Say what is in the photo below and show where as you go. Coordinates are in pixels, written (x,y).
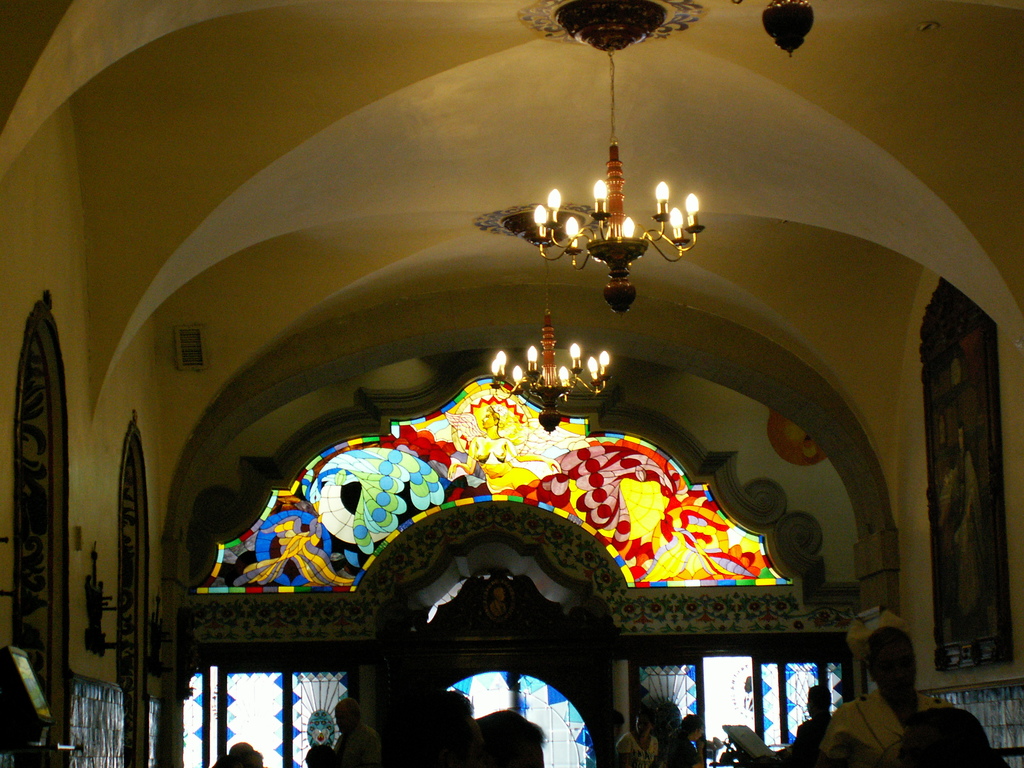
This image is taken from inside. In this image there are few people (851,711) and a frame (959,565) is hanging on the wall (933,635), which is on the right side of the image (933,635). In the background (679,616) there is a wall (532,551) with glass windows (536,715). At the top (279,252) there is a ceiling (425,161) and there are two chandelier (623,214) hanging.
